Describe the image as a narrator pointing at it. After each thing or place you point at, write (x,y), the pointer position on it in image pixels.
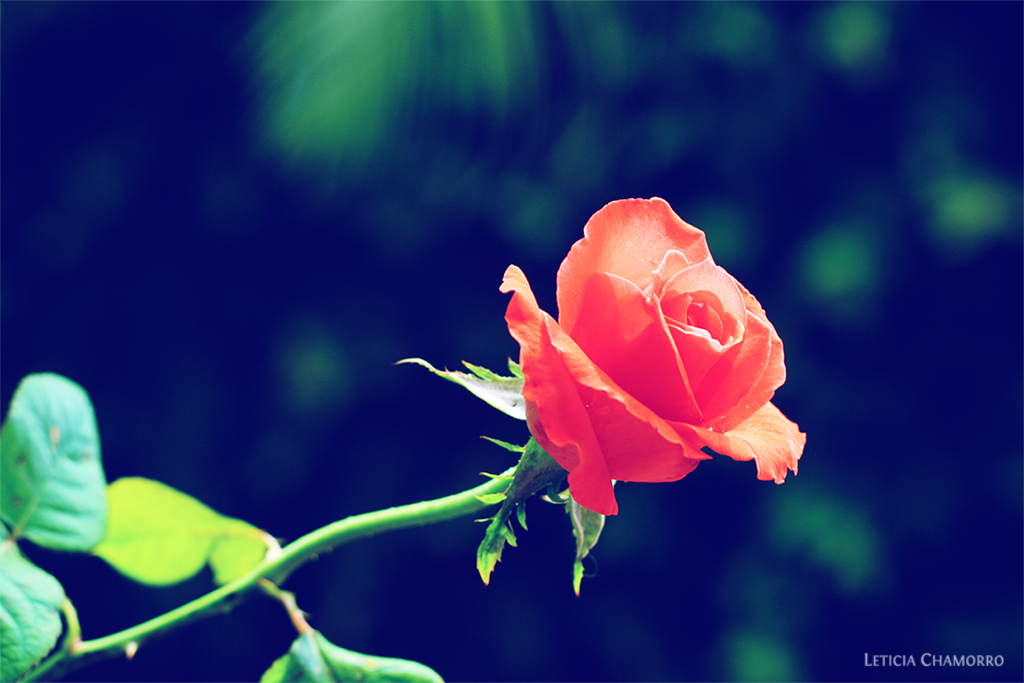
In this image I can see a rose flower (607,313). The background (343,586) is blurry.
